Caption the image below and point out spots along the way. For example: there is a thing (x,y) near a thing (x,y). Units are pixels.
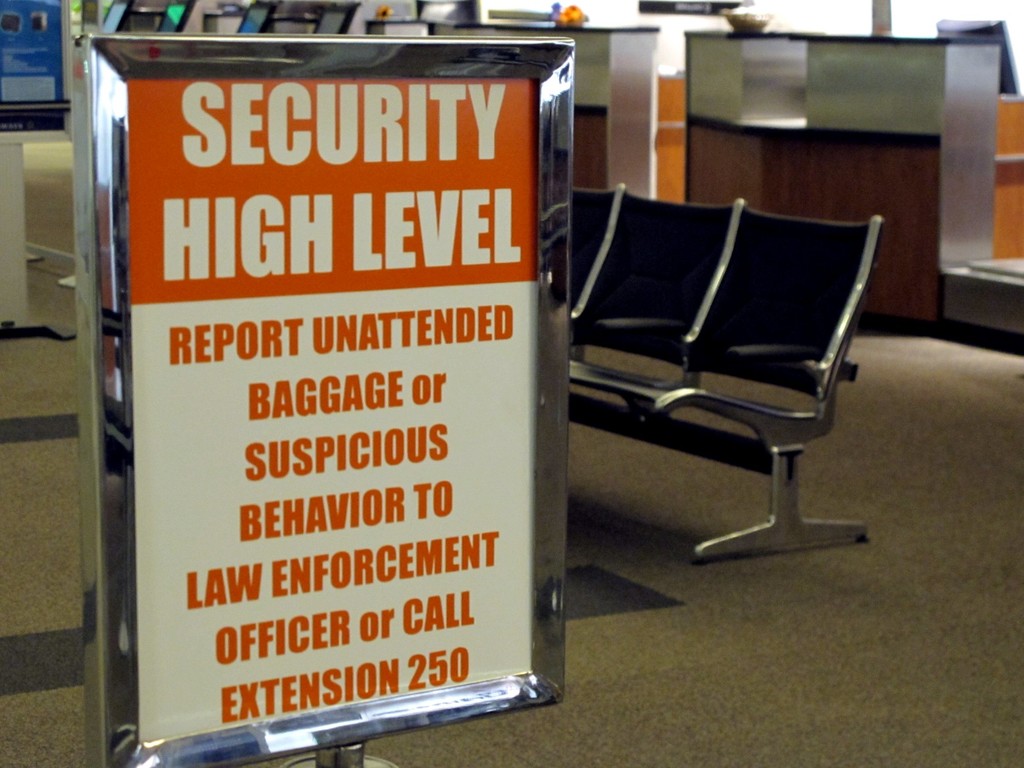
In this image we can see the board (322,300) with the text (418,120) and there are chairs (773,326) on the floor (810,464). At the back (787,124) there are tables (798,66). On the table (772,49) there is a bowl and a few objects (339,31). And there is a banner (37,62) with text (22,67).
